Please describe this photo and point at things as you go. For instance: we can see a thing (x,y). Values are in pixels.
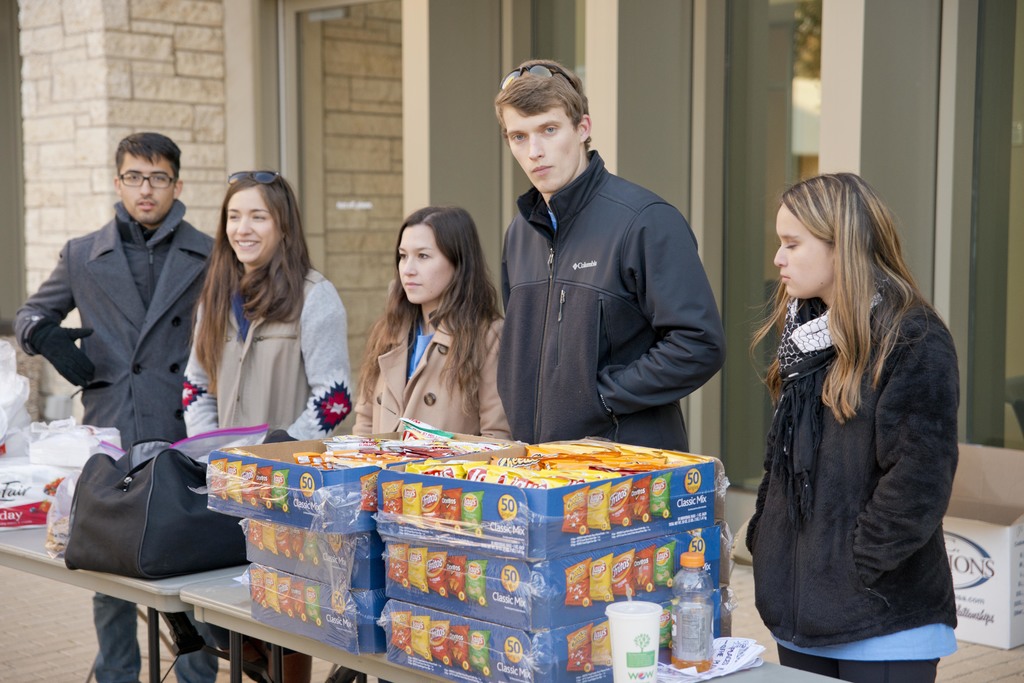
As we can see in the image there are buildings (231,38), few people (277,257) standing over here, box (976,590) and table (237,674). On table (116,584) there are glasses (654,651), black color bag (100,524) and boxes (387,528).
